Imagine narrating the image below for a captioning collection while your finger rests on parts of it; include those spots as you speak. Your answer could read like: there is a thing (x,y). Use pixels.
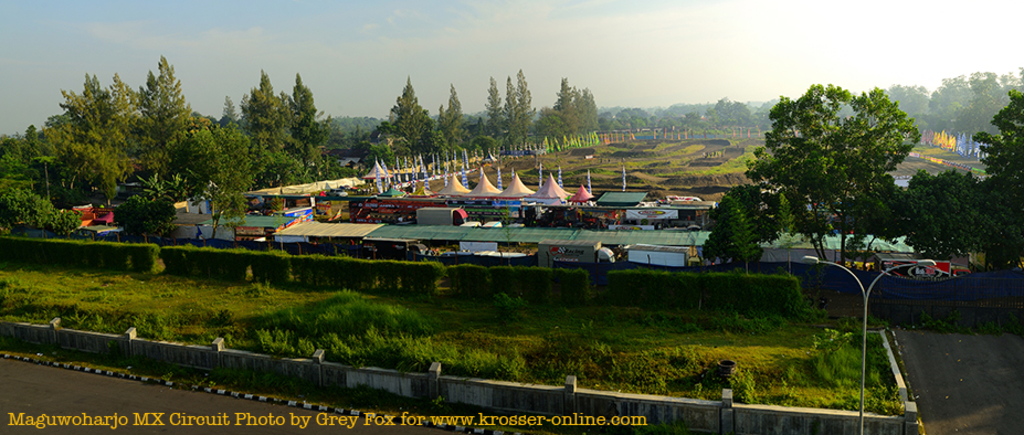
In this image I can see few trees (257,171) in green color and I can see few stalls (255,202) and tents (374,177). In the background (491,49) the sky (422,46) is in blue and white color.
